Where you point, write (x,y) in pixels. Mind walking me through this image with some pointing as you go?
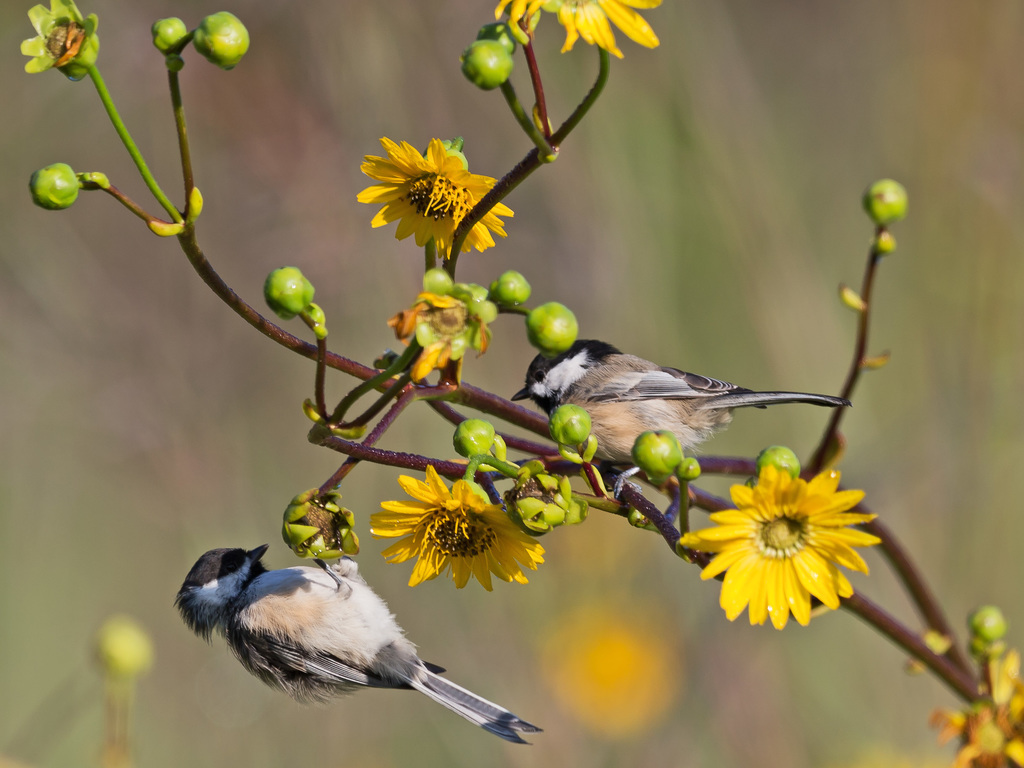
In the picture we can see a plant (186,233) with some flowers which are yellow in color and some buds (479,426) which are green in color and on the stem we can see two birds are sitting on it.
